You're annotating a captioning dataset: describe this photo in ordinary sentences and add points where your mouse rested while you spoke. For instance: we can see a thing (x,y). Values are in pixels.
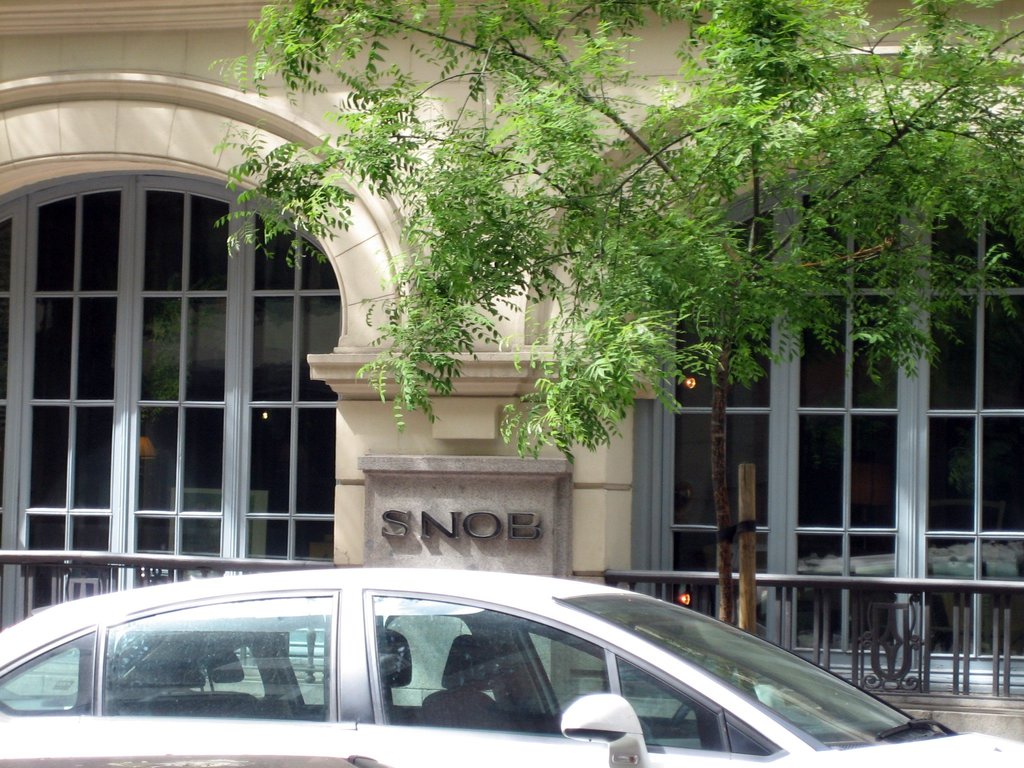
In this image we can see a car (462,705), there is a building (6,10) with glass windows (745,451), also we can see grills (914,682), a tree (551,171) and a stone (404,536) with a name (491,529) written on it.
